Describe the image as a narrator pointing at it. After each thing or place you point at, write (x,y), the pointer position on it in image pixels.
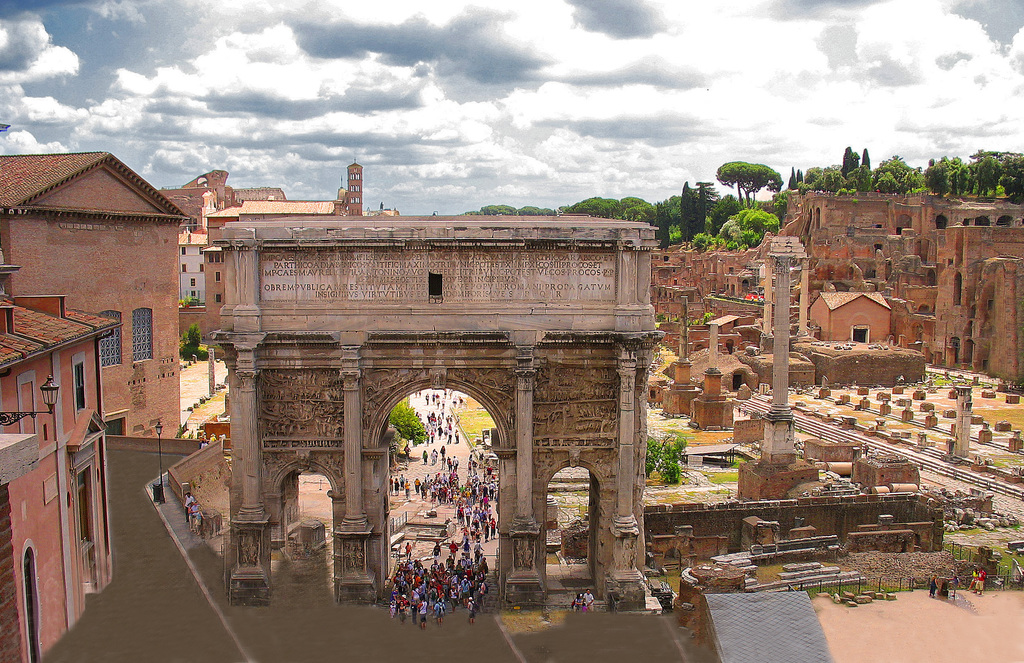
This picture is clicked in the historical place (332,427). At the bottom of the picture (460,585), we see people (423,598) walking. On the left side (137,251), there are many buildings (95,374) and street lights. On the right side (796,367), we see buildings (877,282) and a fort (856,217). There are trees (741,193) in the background (664,214). At the top of the picture (399,117), we see the sky (366,52) and the clouds (459,132).
